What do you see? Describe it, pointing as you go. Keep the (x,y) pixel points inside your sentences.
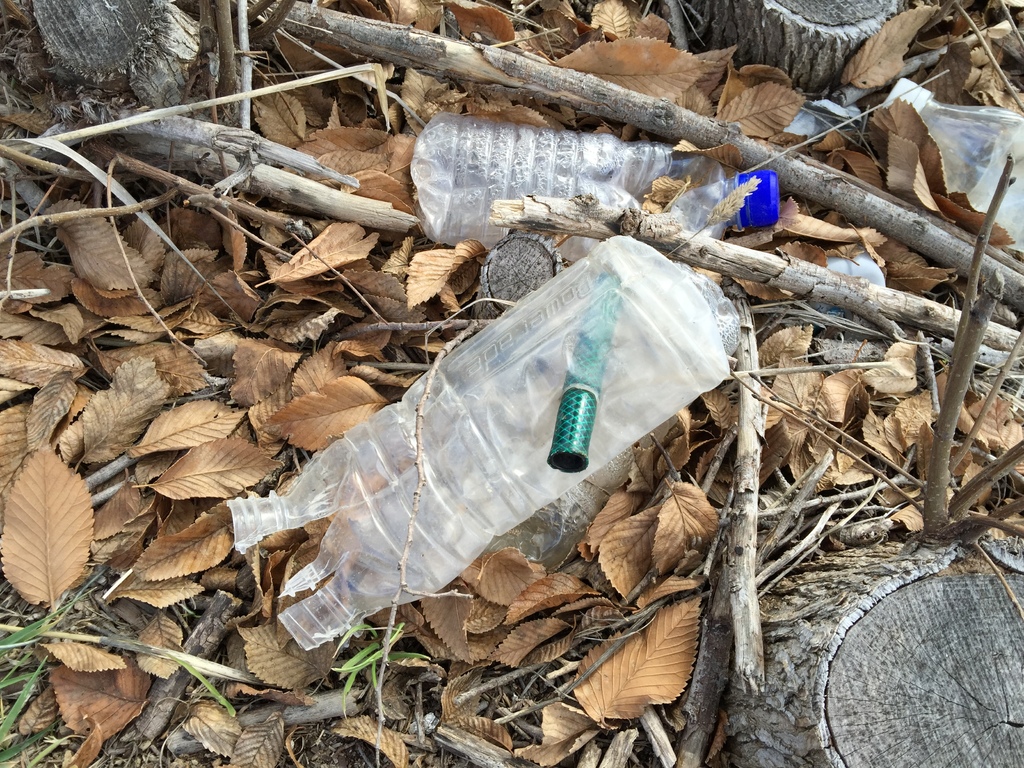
In this image there are some leaves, stems (241,158), trunks (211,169), plastic bottle (603,241), and plastic pipe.
